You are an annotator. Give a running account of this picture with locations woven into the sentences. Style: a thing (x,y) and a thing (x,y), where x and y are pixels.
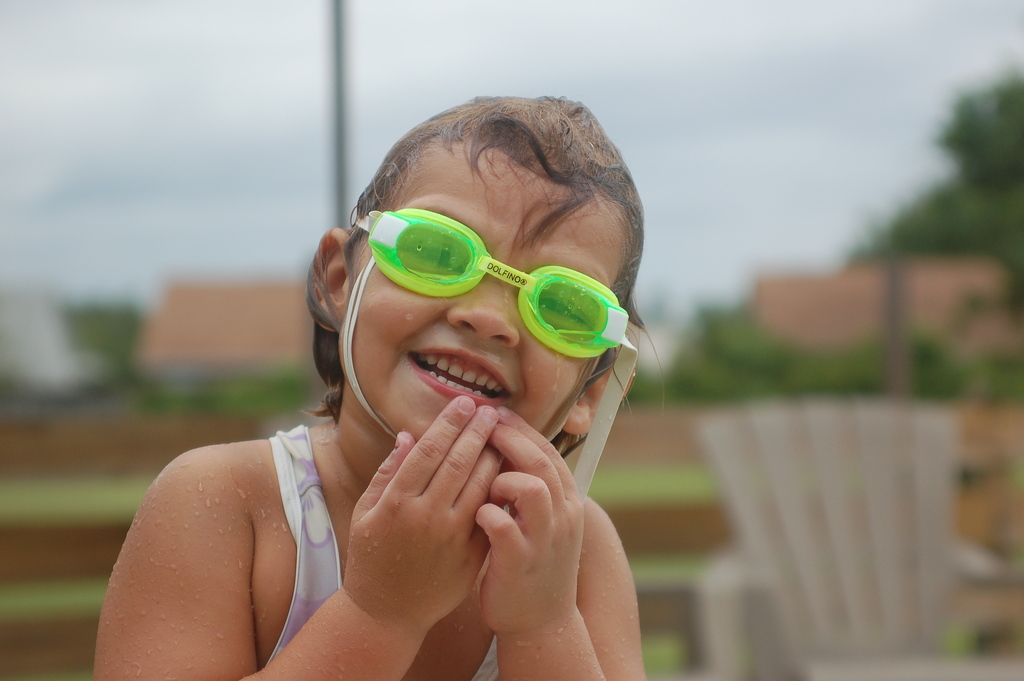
In this image there is a girl (413,587) standing wearing glasses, in the background (75,336) it is blurred.
